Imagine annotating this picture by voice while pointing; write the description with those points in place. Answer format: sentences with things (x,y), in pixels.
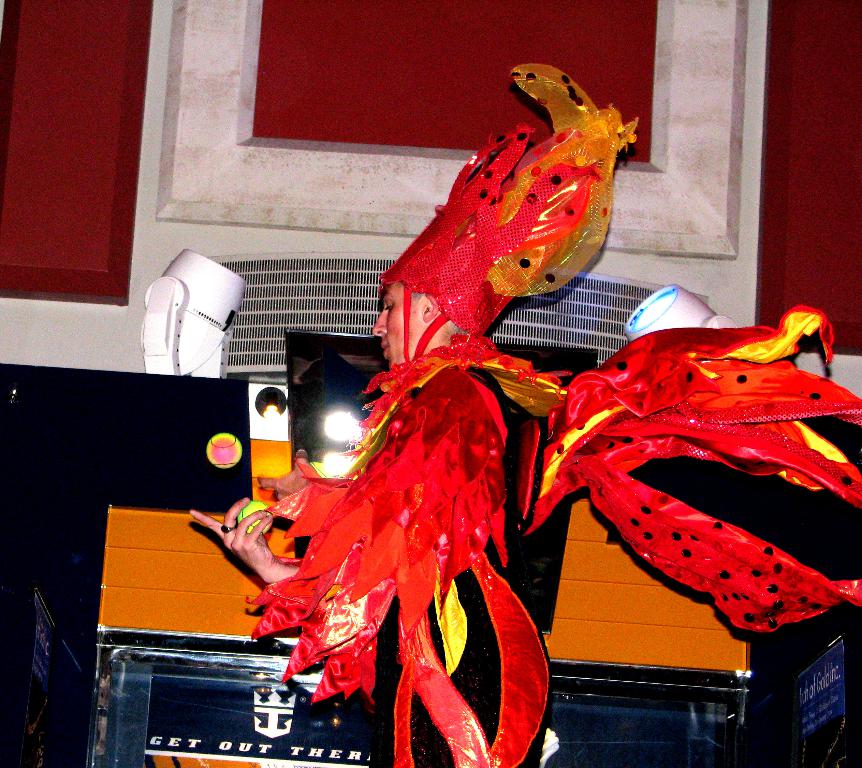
In this picture there is a person (512,533) standing and wore costume (399,540) and holding a ball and we can see lights (197,270), banners (155,759) and objects (222,607). In the background of the image (224,181) we can see the wall (777,277).
